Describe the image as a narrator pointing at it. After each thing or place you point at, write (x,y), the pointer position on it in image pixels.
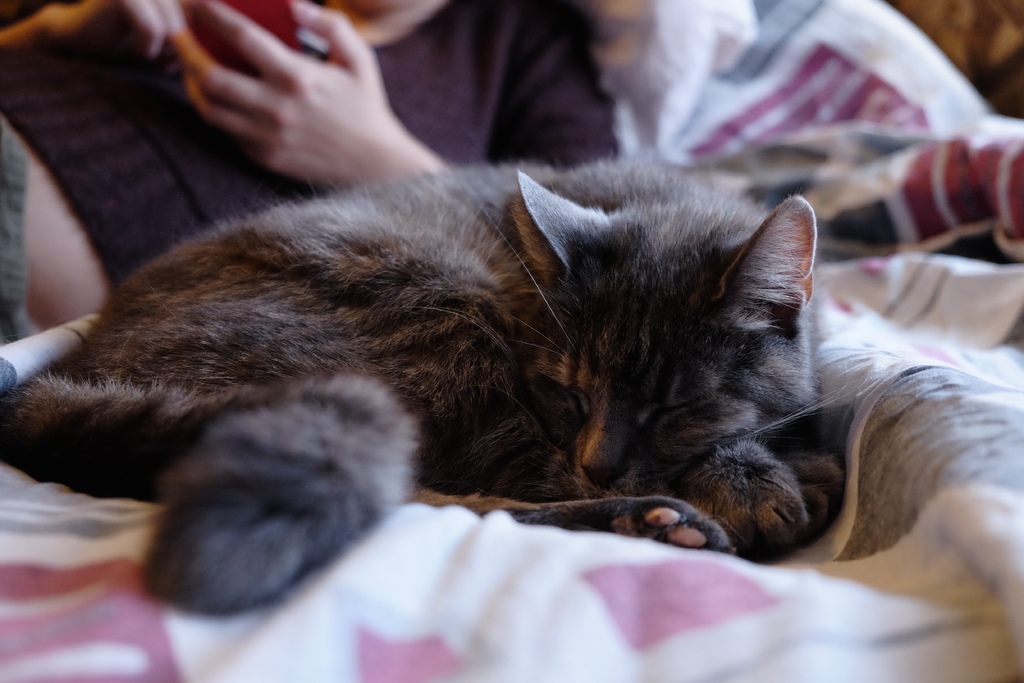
In this image we can see a cat (492,347) on the bed (621,620), also we can see a person (276,96).
